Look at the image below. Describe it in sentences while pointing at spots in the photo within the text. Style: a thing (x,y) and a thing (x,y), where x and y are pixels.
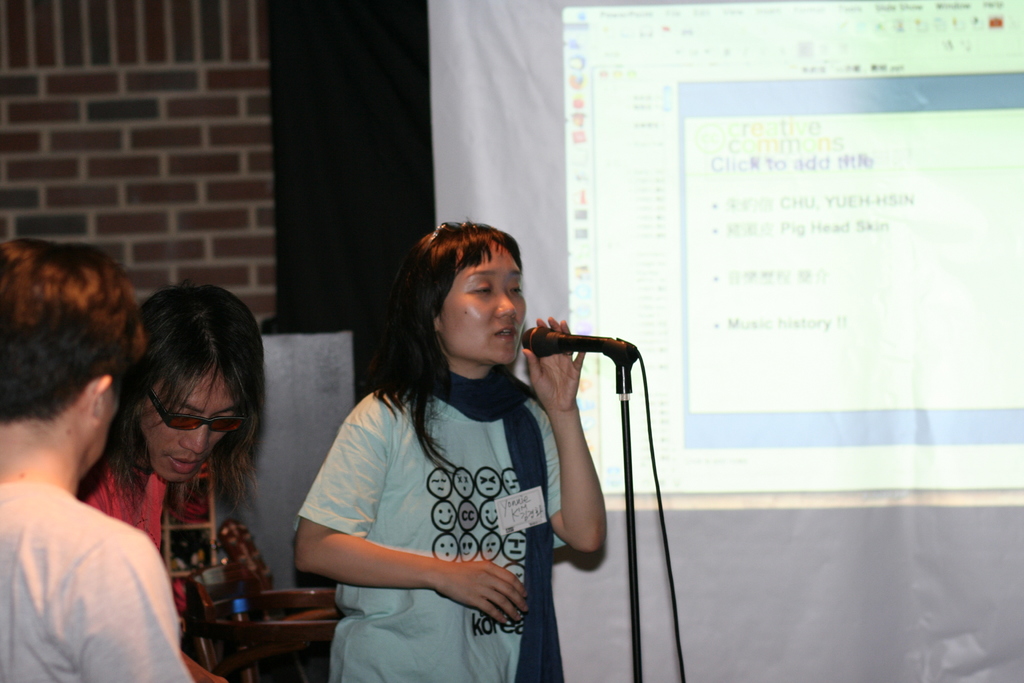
This is the picture taken in a room (392,511). The woman (424,517) in blue t shirt (429,541) holding a microphone (540,346) with stand (627,517). On the left side of the women (386,508) there are persons (67,518) standing on the floor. On the right side of the women (497,478) there is a projector screen (771,353). Background of the woman (408,511) is a wall (164,200).
